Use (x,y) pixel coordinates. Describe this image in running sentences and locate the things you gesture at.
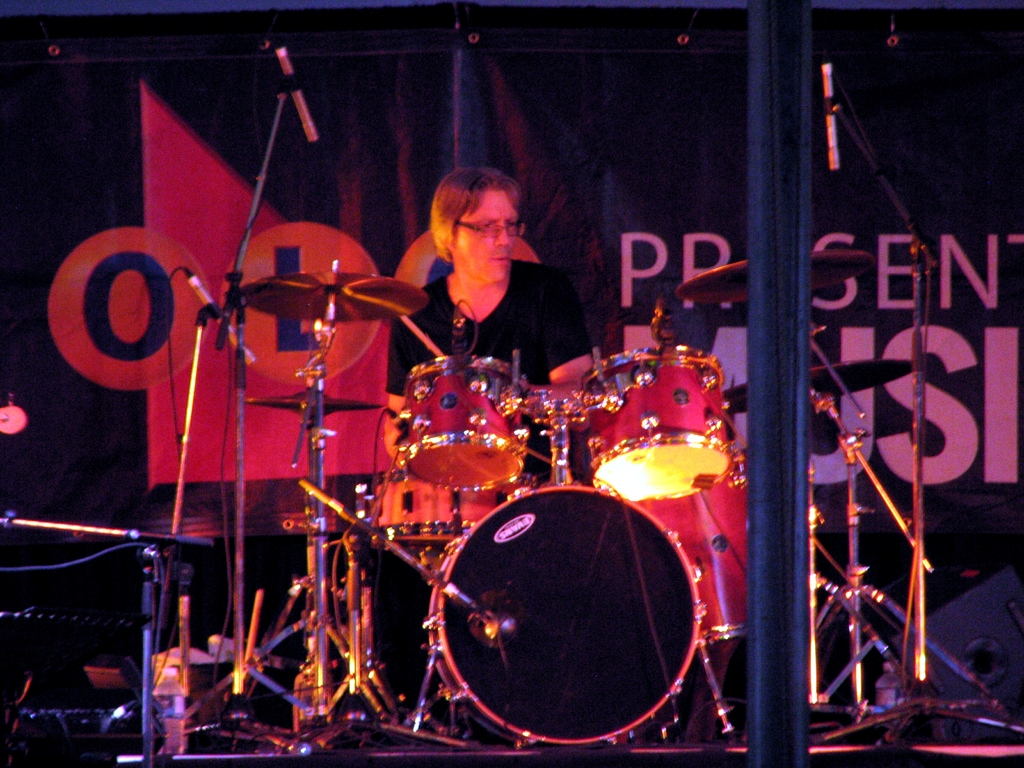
there is a man (497,327) sitting on a stage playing a musical instruments (552,701).
